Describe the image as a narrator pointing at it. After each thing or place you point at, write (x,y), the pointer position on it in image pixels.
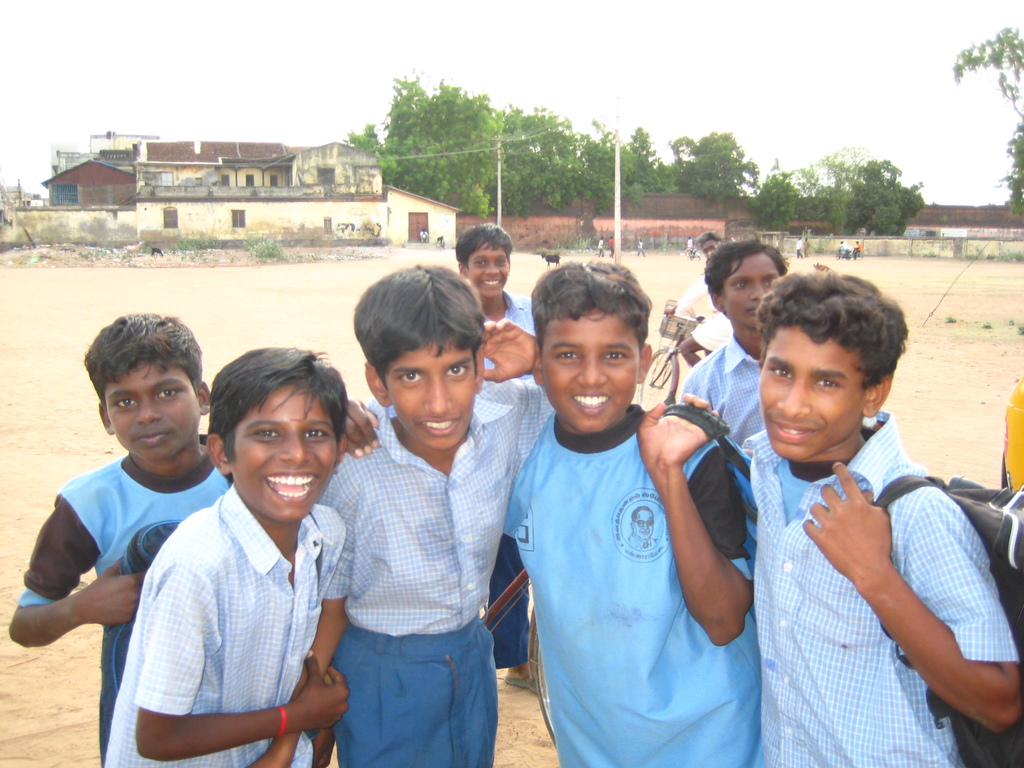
In this picture there are group of people (620,406) standing and smiling. At the back (857,242) there are group people (721,242) and there are buildings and trees (448,167) and poles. At the top (362,30) there is sky (375,26). At the bottom (84,673) there is sand (75,668).
